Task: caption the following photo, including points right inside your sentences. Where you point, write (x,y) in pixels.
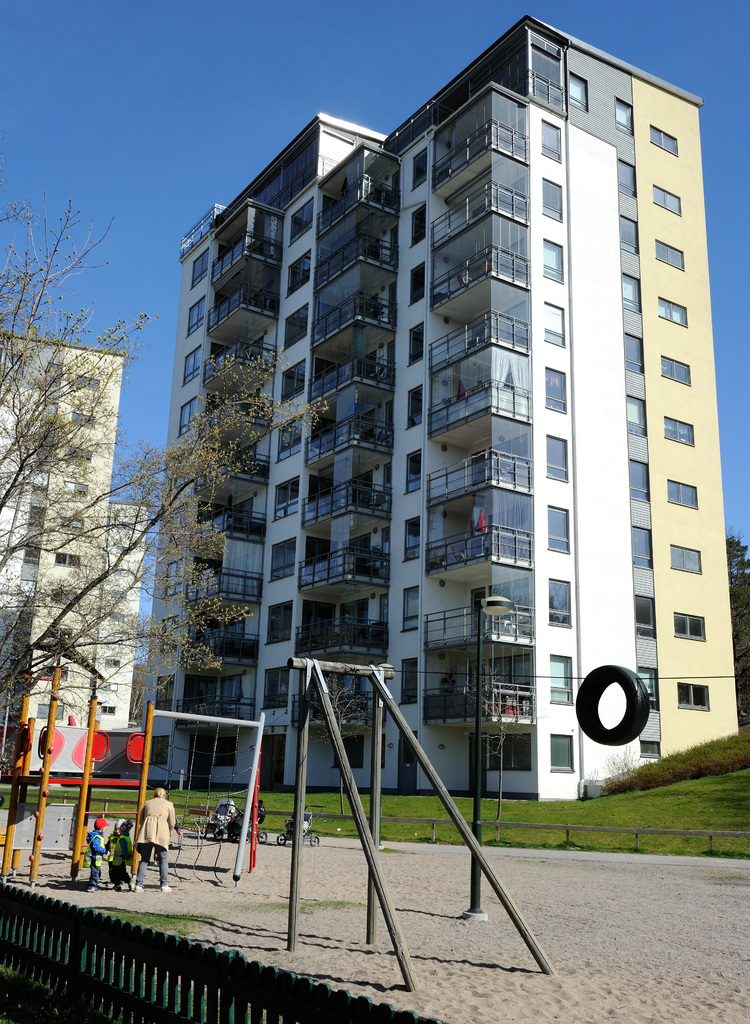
In this picture I can see the buildings (330,483). In the bottom left (156,830) I can see the woman (166,841) who is standing near to the children (128,829). And the children (103,829) are playing. In front of them there are some strollers (229,805). At the bottom (286,1010) there is a wooden fencing (166,985). On the right (691,806) I can see the plants (694,754) and grass (709,815). On the left (42,546) there is a tree (52,600). At the top (233,18) I can see the sky (240,10).
